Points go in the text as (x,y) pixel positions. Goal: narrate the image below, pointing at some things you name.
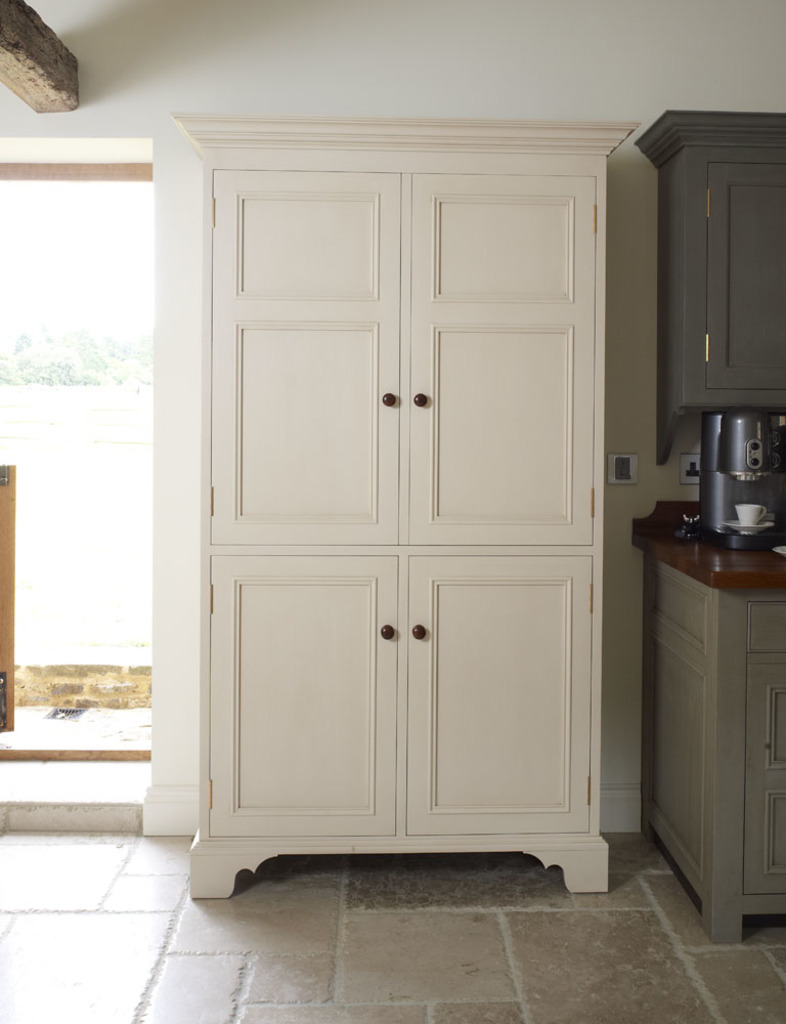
In this image, I can see a wardrobe (356,805) on the floor (462,958). On the right side of the image (757,528), I can see a cup (740,513) and saucer (747,528) on the coffee machine (722,521), which is placed on a table (691,552) and a cupboard (680,244) attached to the wall (659,111). On the left side of the image (54,434), this is an entrance (74,795).
